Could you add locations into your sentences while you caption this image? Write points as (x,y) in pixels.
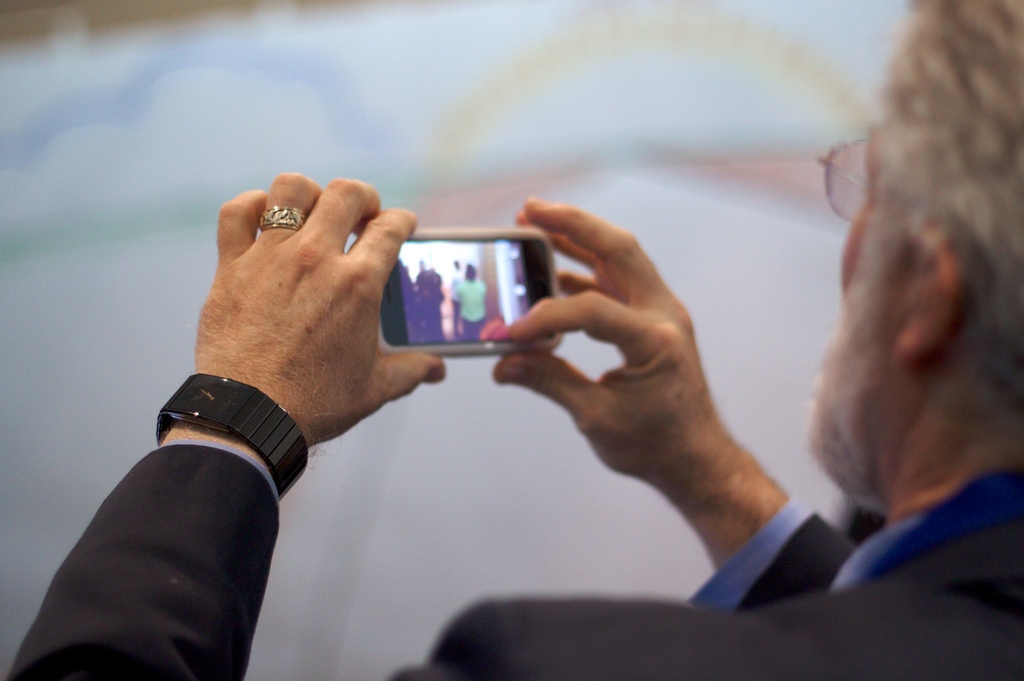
This is a picture of a person (922,282) who is holding the phone (394,290) and taking the photo.
